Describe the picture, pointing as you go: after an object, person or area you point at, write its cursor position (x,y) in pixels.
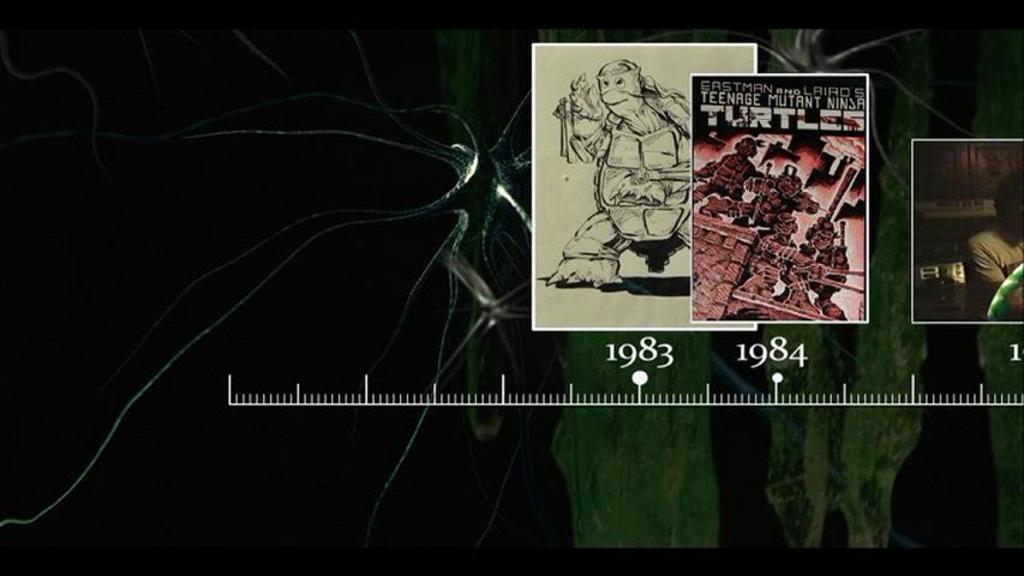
It is an edited image, in the middle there is a scale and here it is an image (644,153) in the shape of turtle (754,185).
